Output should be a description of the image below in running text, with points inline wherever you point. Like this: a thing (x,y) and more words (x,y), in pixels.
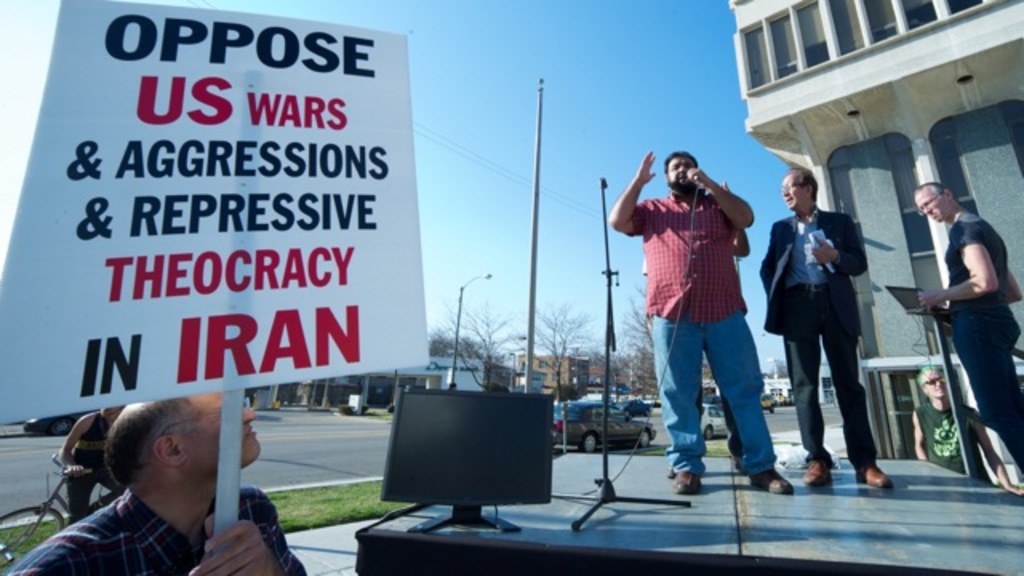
In this picture there is a man (700,455) standing and talking and he is holding the microphone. There are two people (1011,419) standing and holding the objects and there is a man (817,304) standing and there is a computer (506,474) on the stage (811,545). In the foreground (188,530) there is a man (200,503) standing and holding the placard (175,130), there is text (352,348) on the placard (332,356) and there is a person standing and holding the bicycle (48,518). At the back (974,157) there are buildings (932,358), trees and poles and there are vehicles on the road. At the top (581,80) there is sky (535,98). At the bottom (283,411) there is a road (382,475) and there is grass (369,497).
